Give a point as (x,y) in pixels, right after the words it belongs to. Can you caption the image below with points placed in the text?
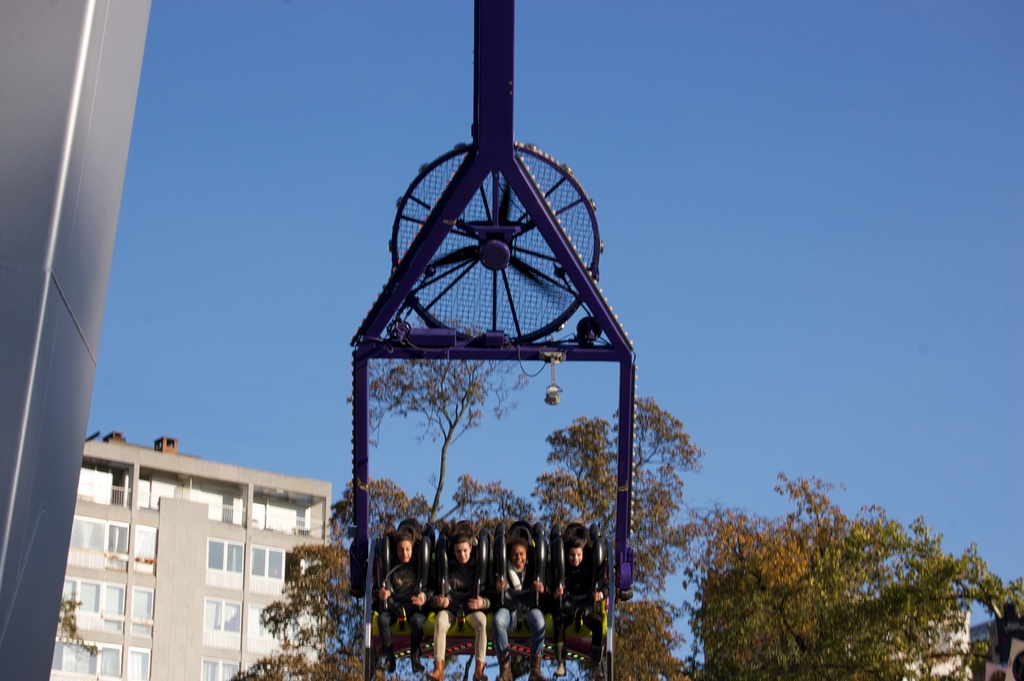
In this image I can see few people (413,580) sitting on the exhibition ride (466,349). To the left (26,263) I can see the silver color object (47,206). In the background (134,531) there are many trees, building (181,563) with windows (103,543) and the blue sky (640,28).
